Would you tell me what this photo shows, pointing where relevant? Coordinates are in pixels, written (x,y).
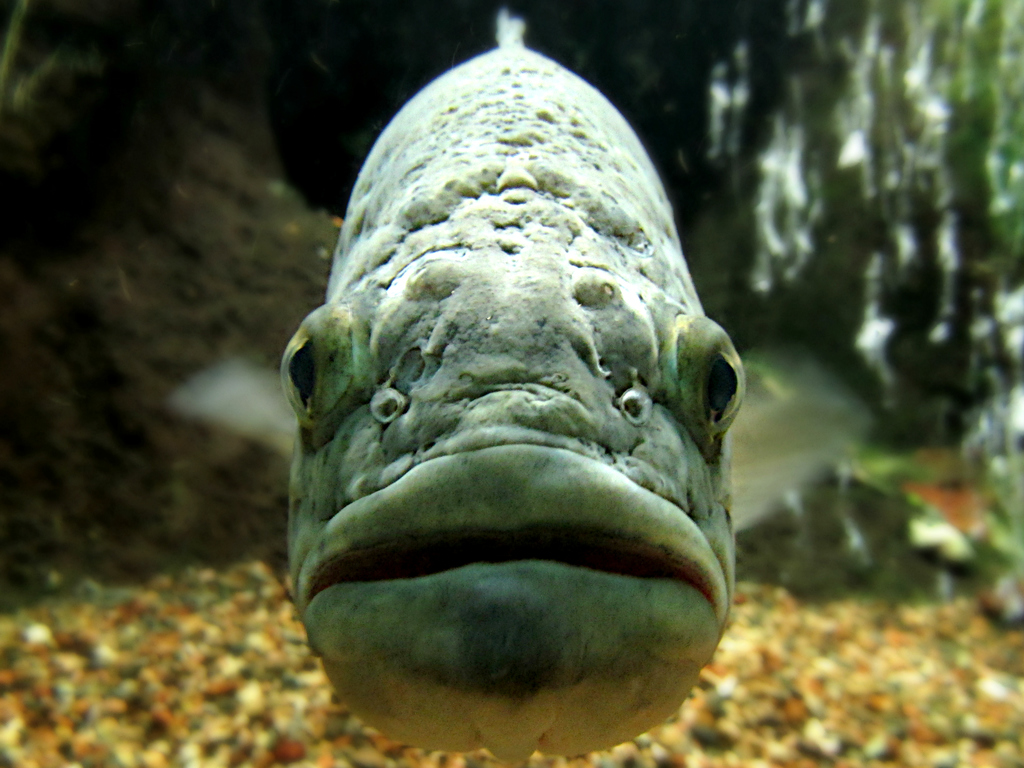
In this picture we can see a fish (372,448), stones (173,643) and in the background (1011,158) we can see some objects (911,167).
